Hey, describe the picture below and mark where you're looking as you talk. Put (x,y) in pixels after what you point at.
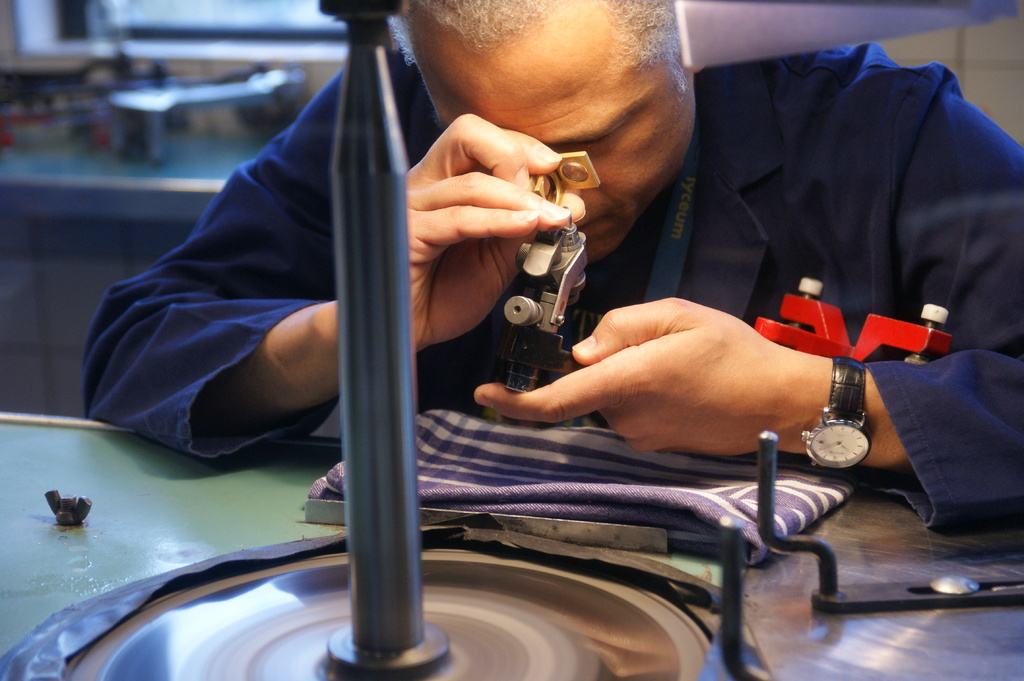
In this image there is a person (598,287) holding an object (536,303). Before him there is a table (790,585) having a cloth (723,491) and few objects (768,500). Left side (115,177) there is a cabinet (83,308) having few objects (228,95).
